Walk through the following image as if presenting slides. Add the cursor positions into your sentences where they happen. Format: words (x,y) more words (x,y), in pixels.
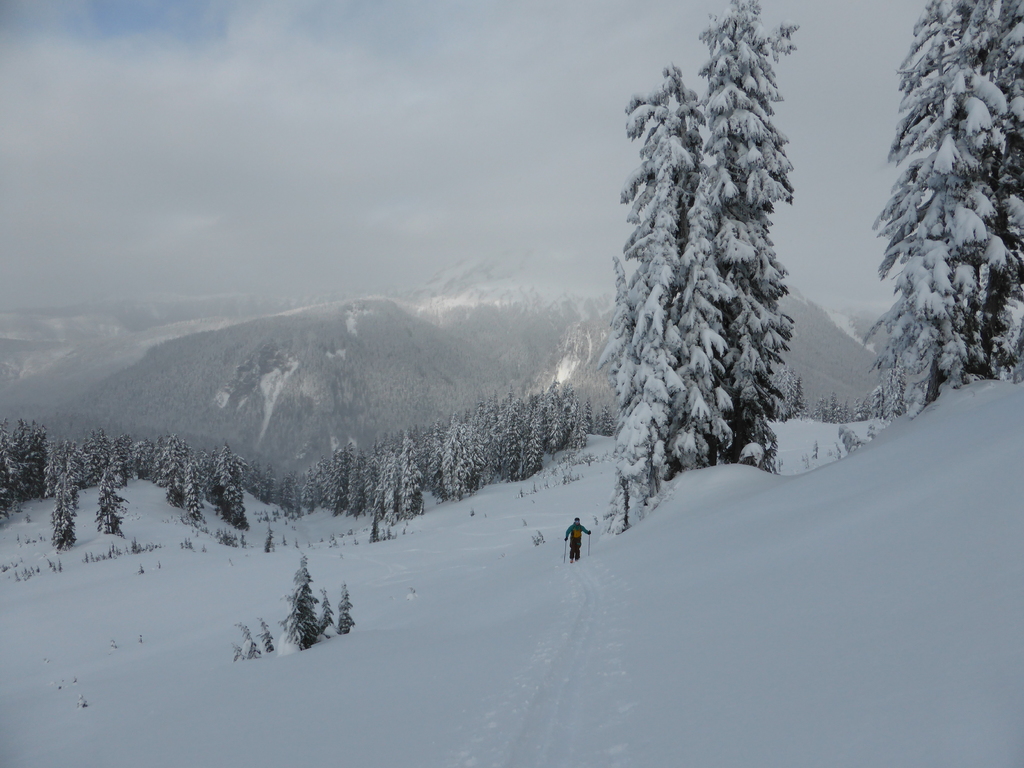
In this image we can see a person (580,542) skiing on the snow (598,545). In the background (571,386) there is a hills (301,380), trees (466,451), snow (461,539), sky (371,139) and clouds (226,127).
